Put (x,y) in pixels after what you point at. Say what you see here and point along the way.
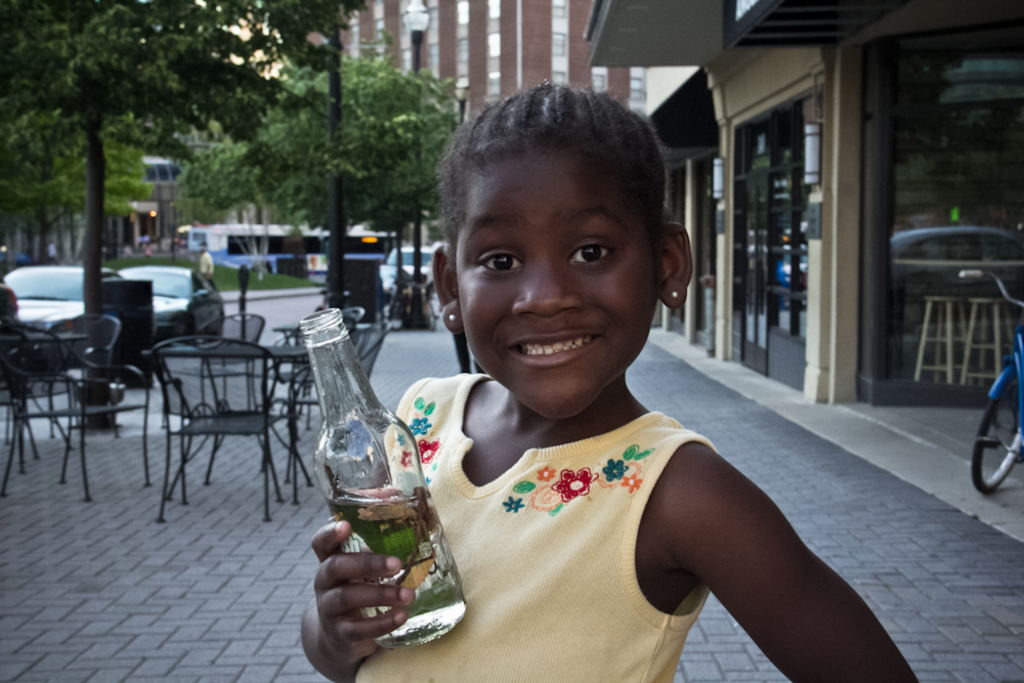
A girl (508,211) is posing to camera with a bottle (350,518) in her hand (389,597).
